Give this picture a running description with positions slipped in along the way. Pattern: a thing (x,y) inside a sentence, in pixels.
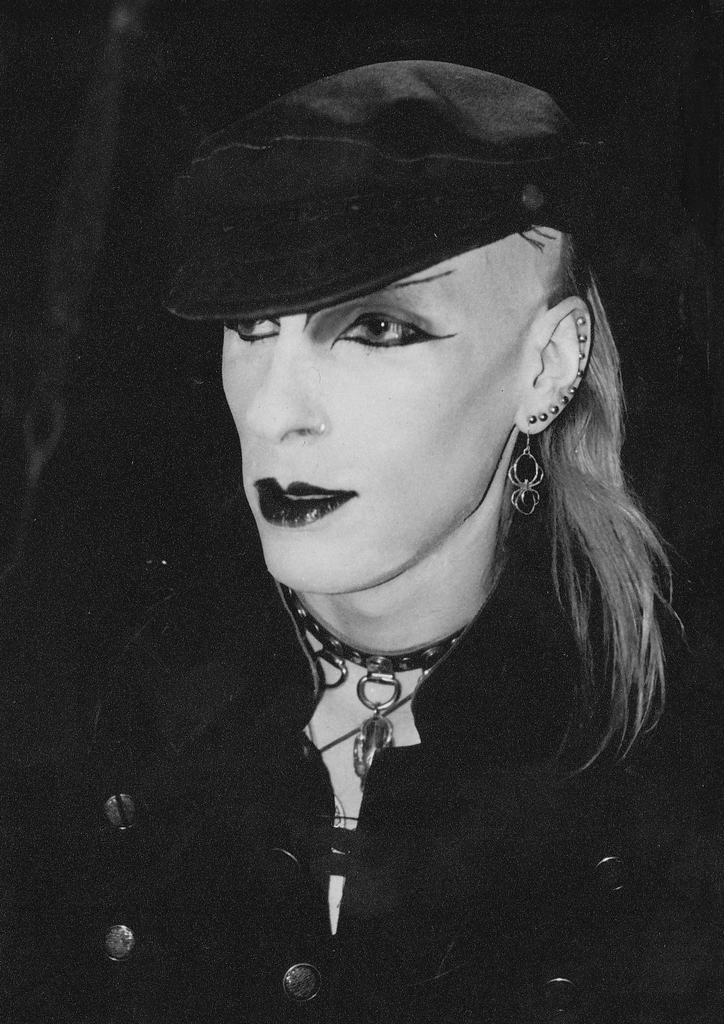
In this image I can see a person (657,931) and I can also some jewellery (296,615) and the image is in black and white.
